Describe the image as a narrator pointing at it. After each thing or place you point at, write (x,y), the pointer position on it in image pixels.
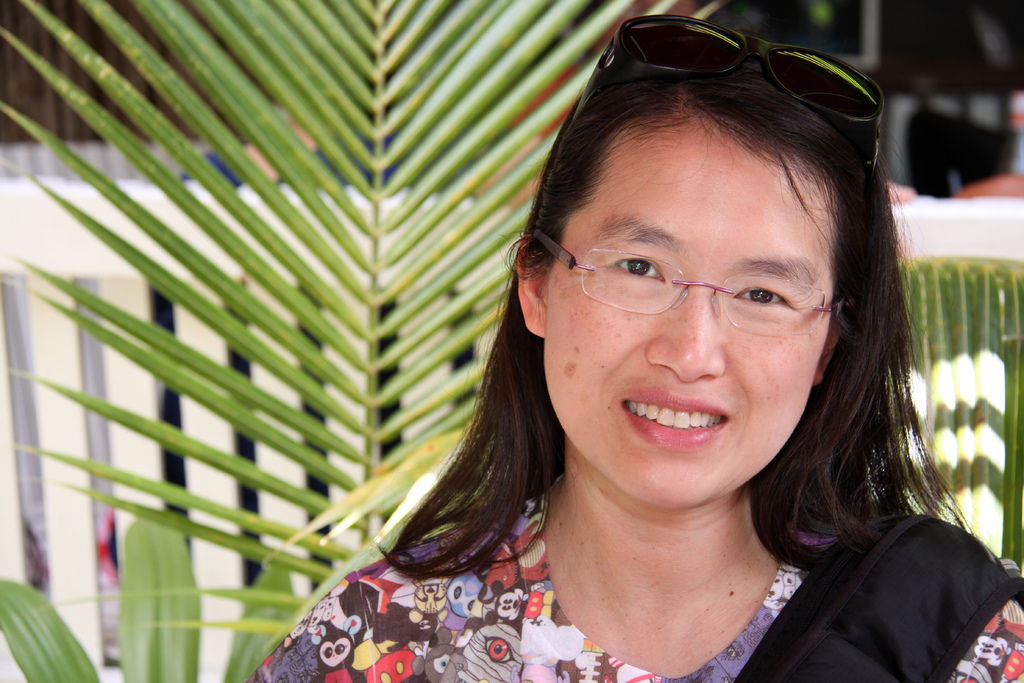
In this image we can see a woman (634,413) wearing spectacles (672,271). On the backside (408,382) we can see some plants (389,401).
